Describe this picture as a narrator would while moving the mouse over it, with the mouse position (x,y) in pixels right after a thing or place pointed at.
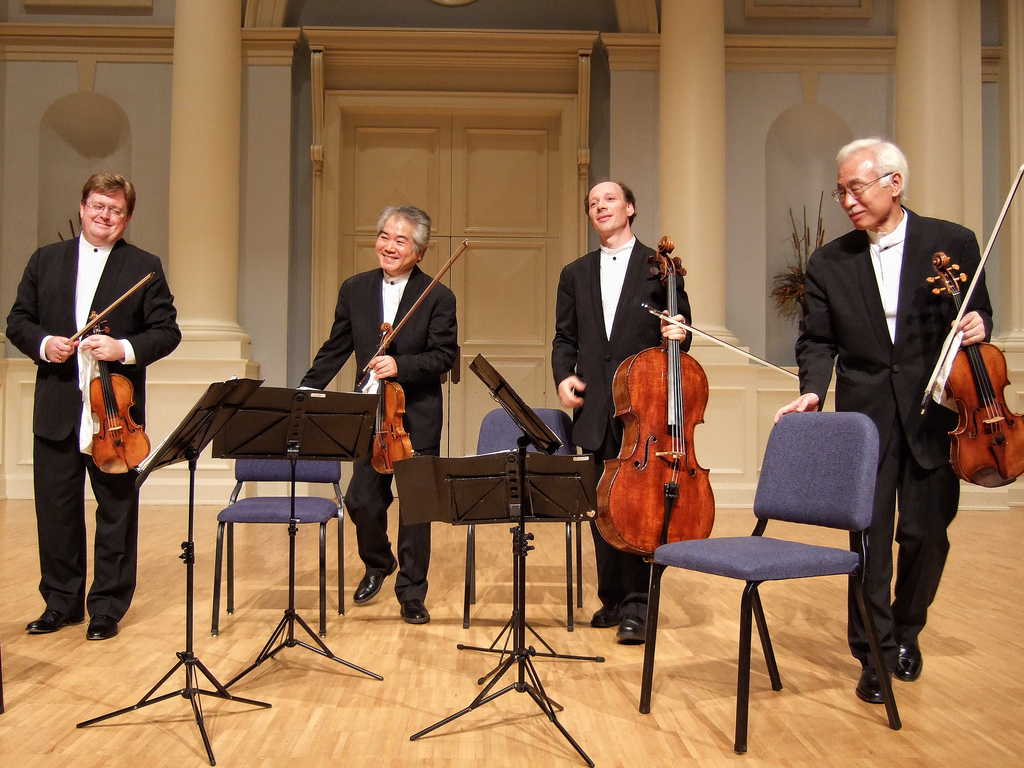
In this picture there are group of four people (38,498), holding violin (115,461) of different sizes and there are three chairs (779,562) and there is a wooden floor (428,712).
